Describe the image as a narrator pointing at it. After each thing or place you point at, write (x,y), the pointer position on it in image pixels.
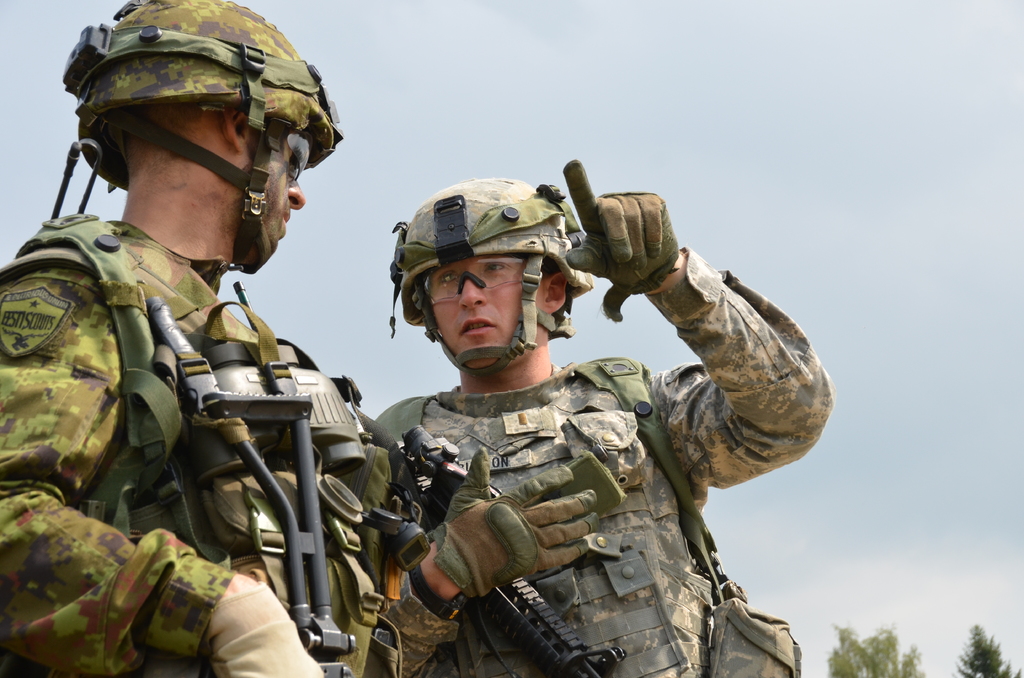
There are two men (369,447) holding guns (434,451) and carrying bags (727,670) and wore helmets (260,161) and gloves (508,524). In the background (887,617) we can see trees (985,661) and sky (688,139).
